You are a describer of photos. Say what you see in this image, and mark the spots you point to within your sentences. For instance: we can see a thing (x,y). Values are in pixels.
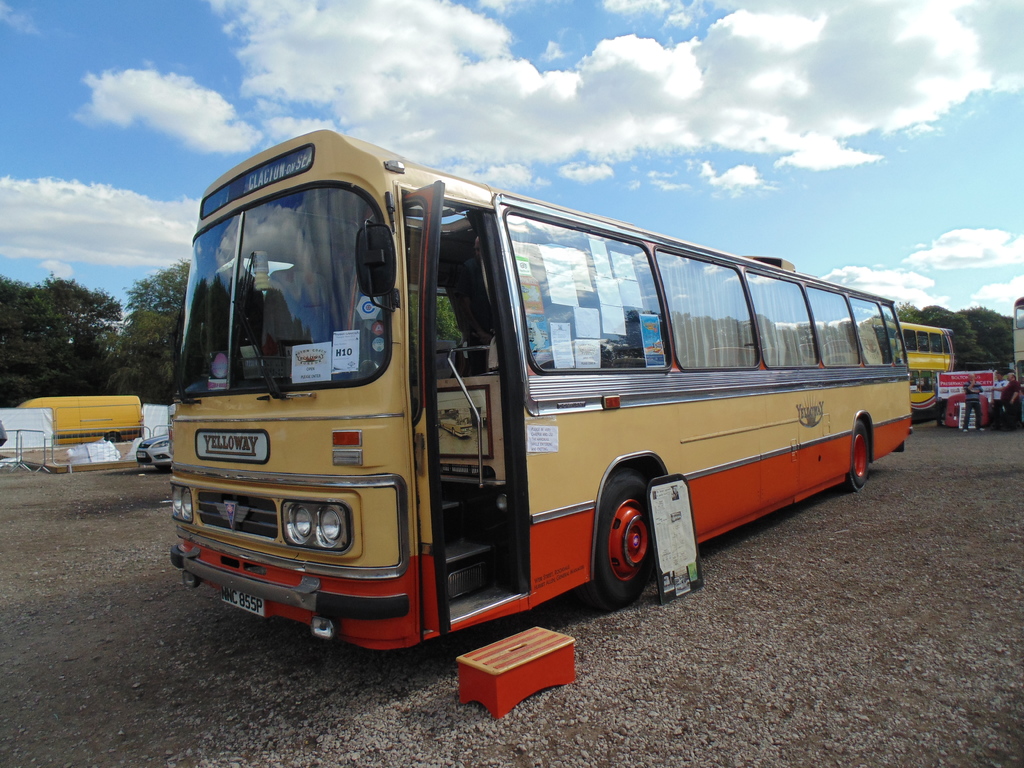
This picture is clicked outside. In the center (362,314) there is a bus (617,517) parked on the road (851,539) and there are some items (504,697) placed on the ground (128,496). In the background (1021,236) we can see the sky (1003,148) which is full of clouds (827,100) and we can see the trees (955,337) and many other vehicles (935,353) and on the windows (770,323) of the bus (827,319) we can see the reflection (739,306) of the sky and the trees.
